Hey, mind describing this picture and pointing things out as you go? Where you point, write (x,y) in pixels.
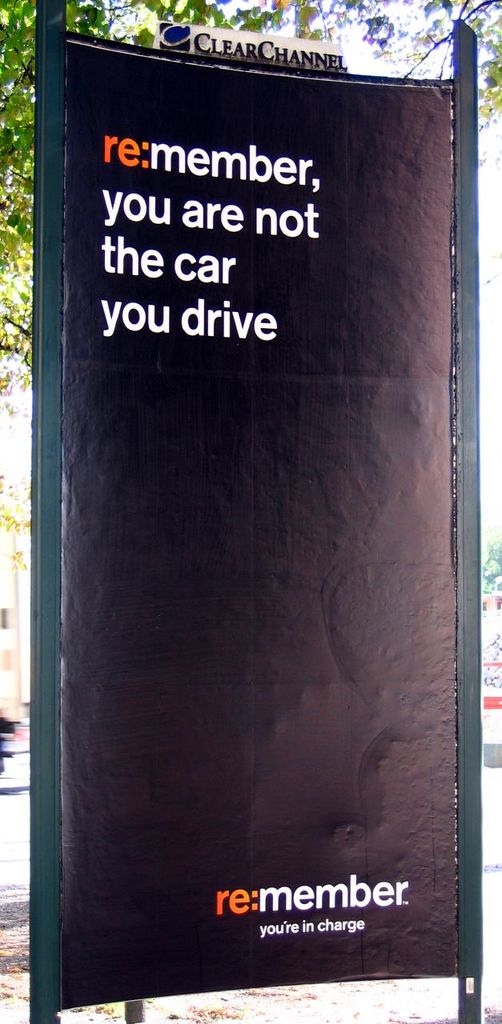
In the center of the image (292,354) there is a board (230,466). In the background (0,261) there is a tree (247,10).
